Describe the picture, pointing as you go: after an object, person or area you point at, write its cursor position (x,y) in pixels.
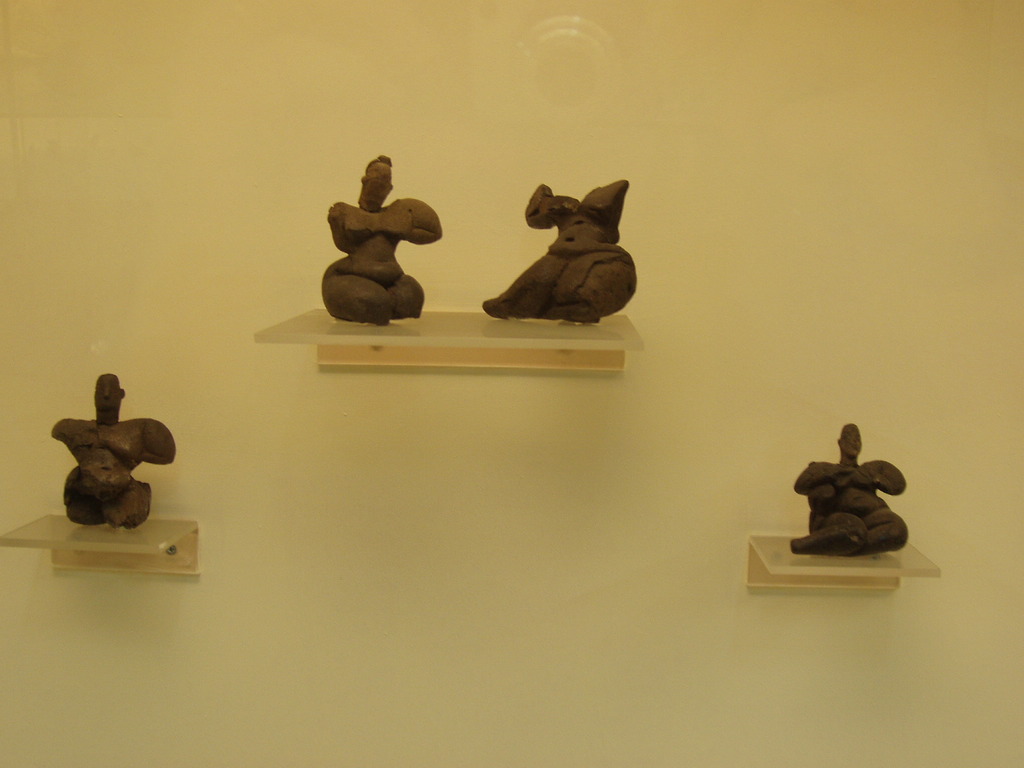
In this image I can see a cream colored wall (213,184) to which I can see few racks (158,546) and on the racks (504,359) I can see few sculptures (859,542) which are brown in color.
